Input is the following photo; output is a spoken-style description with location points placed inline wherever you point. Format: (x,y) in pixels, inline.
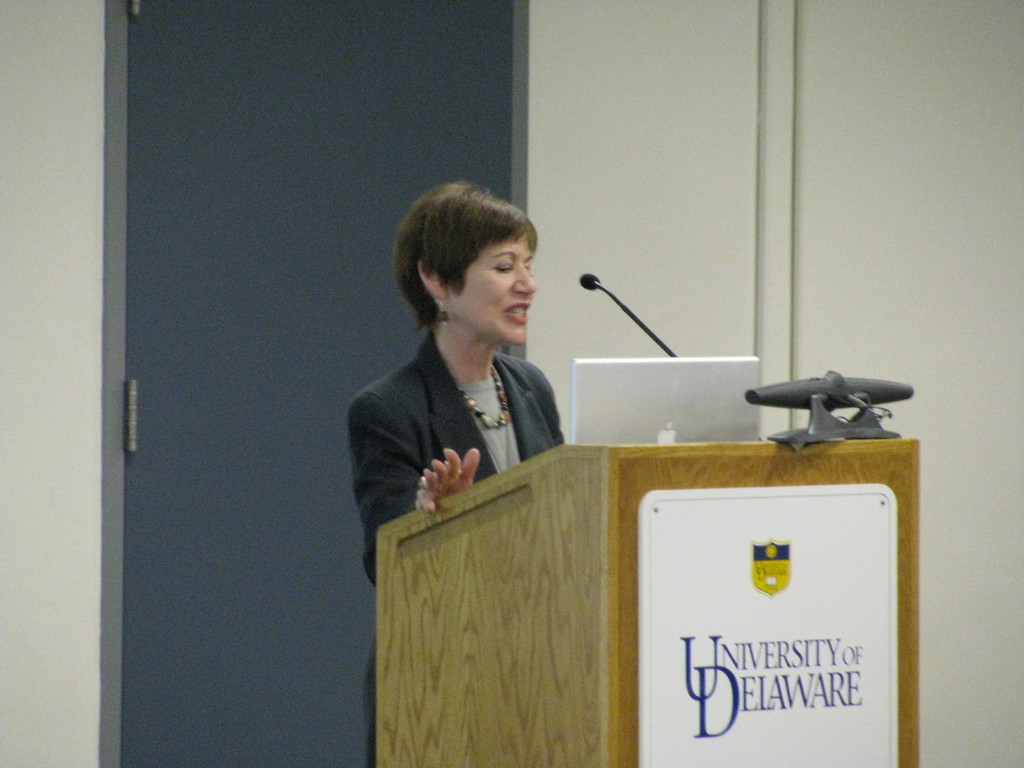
In the picture I can see a woman (467,371) standing in front of a wooden podium (742,463) and she is speaking on a microphone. She is wearing a suit (467,444) and there is a chain (477,407) on her neck (480,376). I can see a laptop (619,378) on the wooden podium (681,504). It is looking like a door (212,297) on the left side (212,276).
